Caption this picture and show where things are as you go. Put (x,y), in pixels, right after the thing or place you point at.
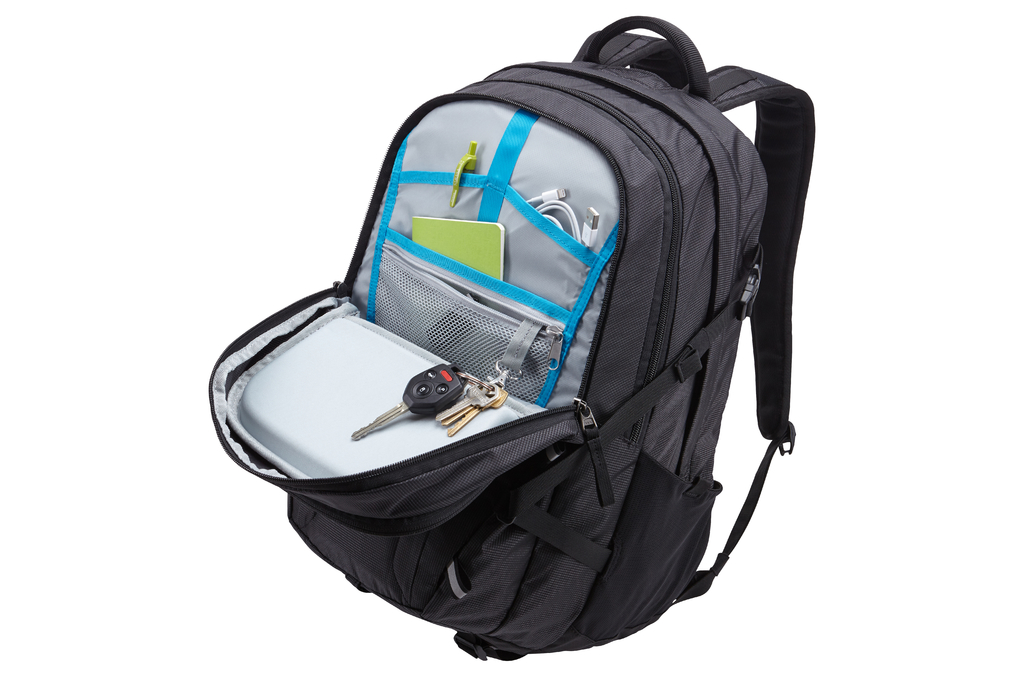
This is the picture of a backpack (342,428) which is black in color and a zip (575,412) of it is open and in that there is a key (472,414), wire (562,213) and a notebook (475,237).
